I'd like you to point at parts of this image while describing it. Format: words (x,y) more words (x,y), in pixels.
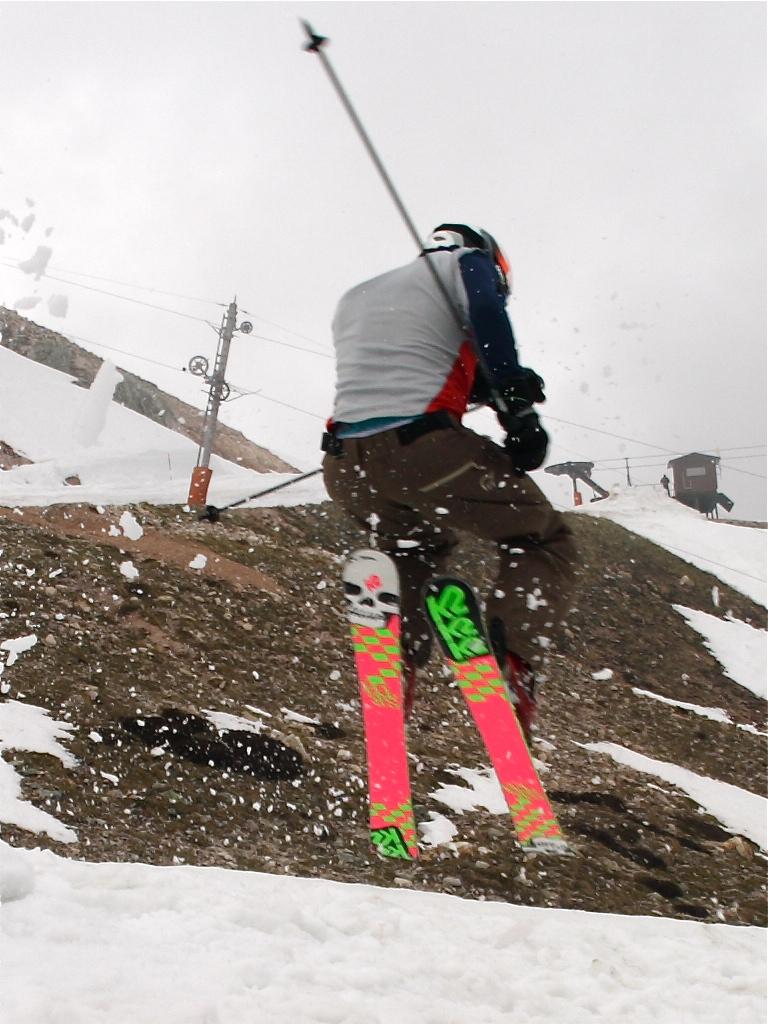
In this picture there is a person (462,366) jumping with the skis (452,667). At the back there is a house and there poles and there is a person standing and there are wires (615,463) on the poles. At the top (80,115) there is sky (503,122). At the bottom (518,915) there is snow (205,1014) and there is rock (581,842).
